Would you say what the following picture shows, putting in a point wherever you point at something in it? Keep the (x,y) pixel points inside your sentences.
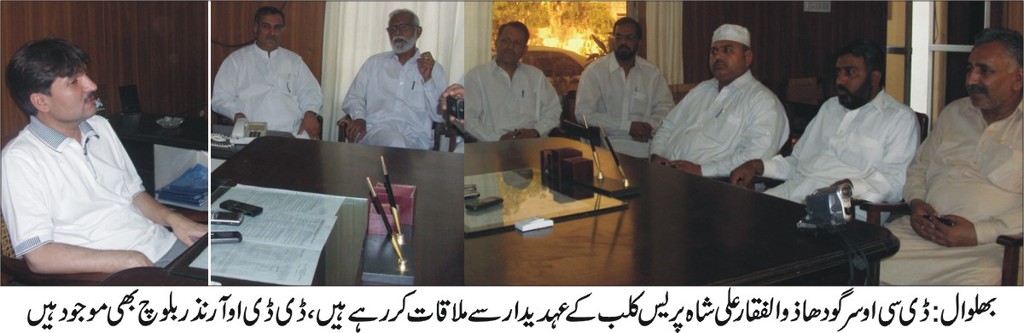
In this image there are three different images. On the left (75,109) there is a man (102,138), he wears a t shirt (102,155), he is sitting. In the middle (348,160) there is a table (375,185) on that there are papers (296,227), mobiles (232,208), pens (382,212), in front of the table (355,176) there are two men (371,98). On the right (855,157) there are five men (755,100) sitting, in front of them there is a table (635,217). In the background (911,76) there are curtains (672,46), light (583,46), plants (594,39) and door (933,52). At the bottom (799,315) there is a text (412,319).
